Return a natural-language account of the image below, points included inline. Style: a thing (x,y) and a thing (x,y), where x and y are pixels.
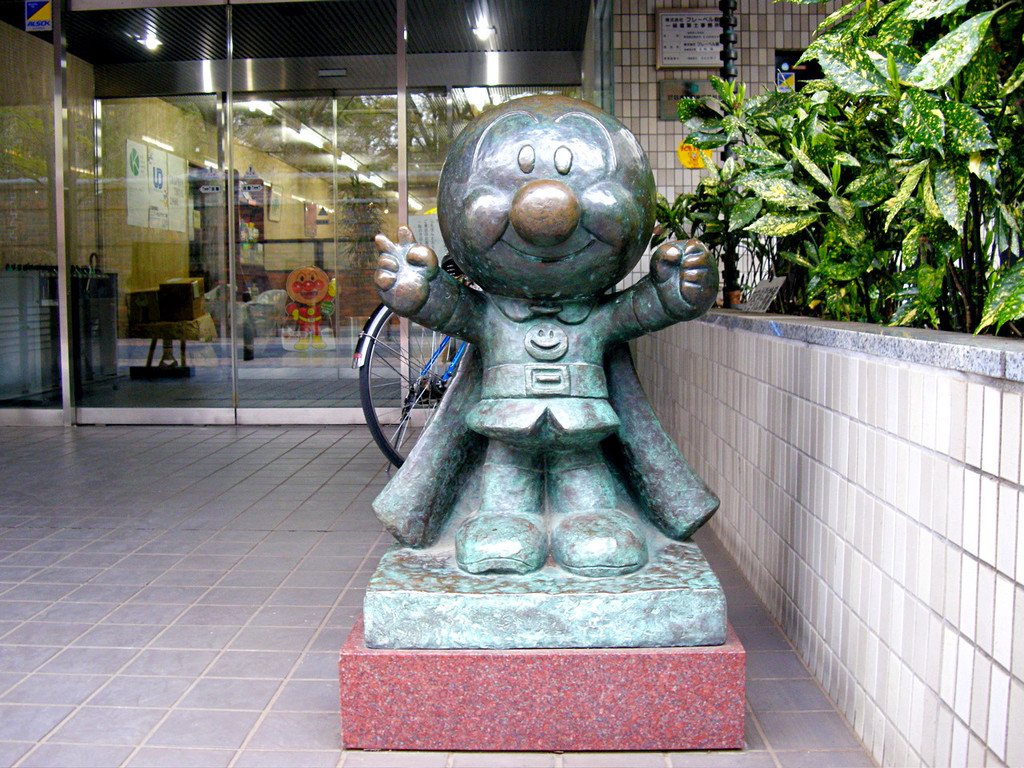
In this image, we can see a sculpture (468,366) and in the background (826,257), there is a bicycle (369,329), and some plants (818,236), we can see a glass door (320,93). At the bottom (182,593), there is floor (211,571).
